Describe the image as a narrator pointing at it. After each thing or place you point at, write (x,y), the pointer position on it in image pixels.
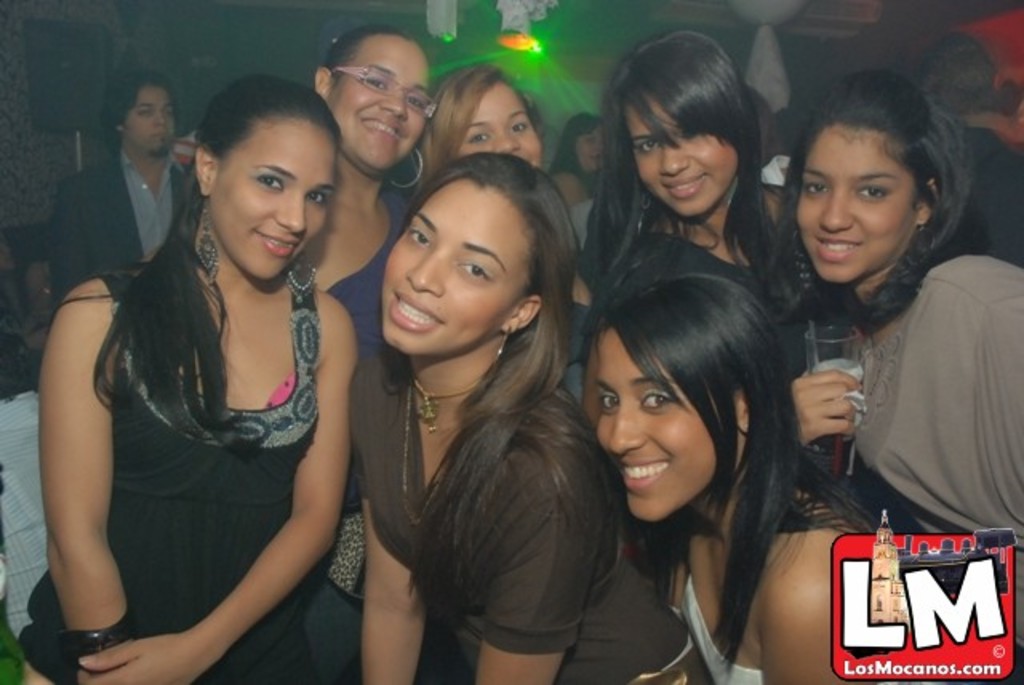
In this image I can see number of women (502,351). In the background (176,207) I can see a person (128,123) standing, few white and red colored objects (783,67) and few lights (449,38).
